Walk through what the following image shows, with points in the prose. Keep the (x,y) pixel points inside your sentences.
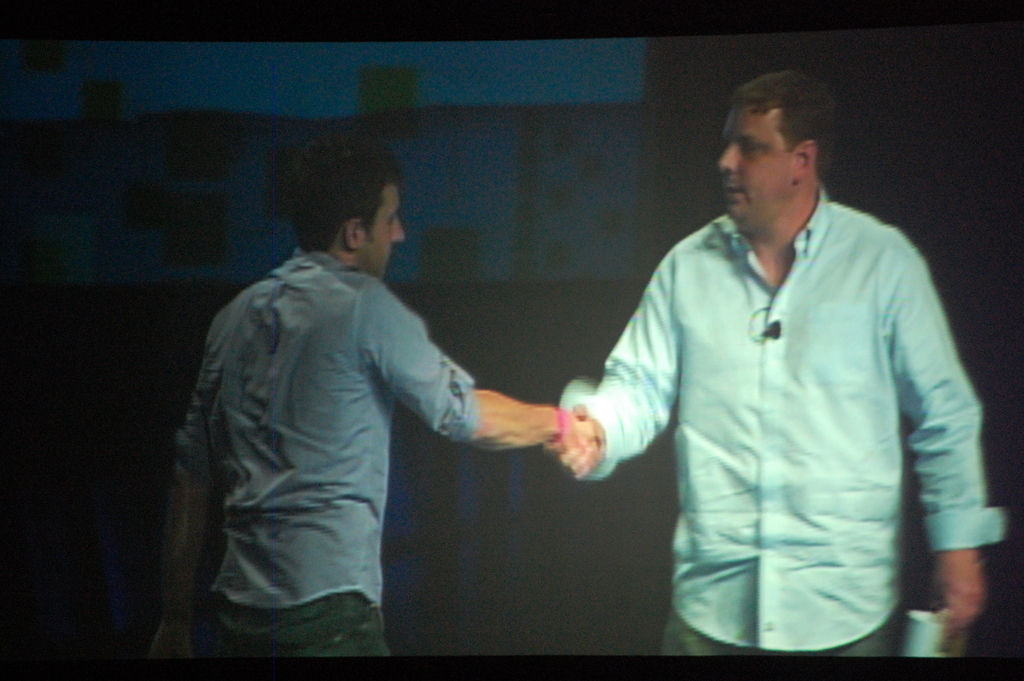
In the image there are two men (648,323) shaking hands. Behind them there is a dark background (475,489).
